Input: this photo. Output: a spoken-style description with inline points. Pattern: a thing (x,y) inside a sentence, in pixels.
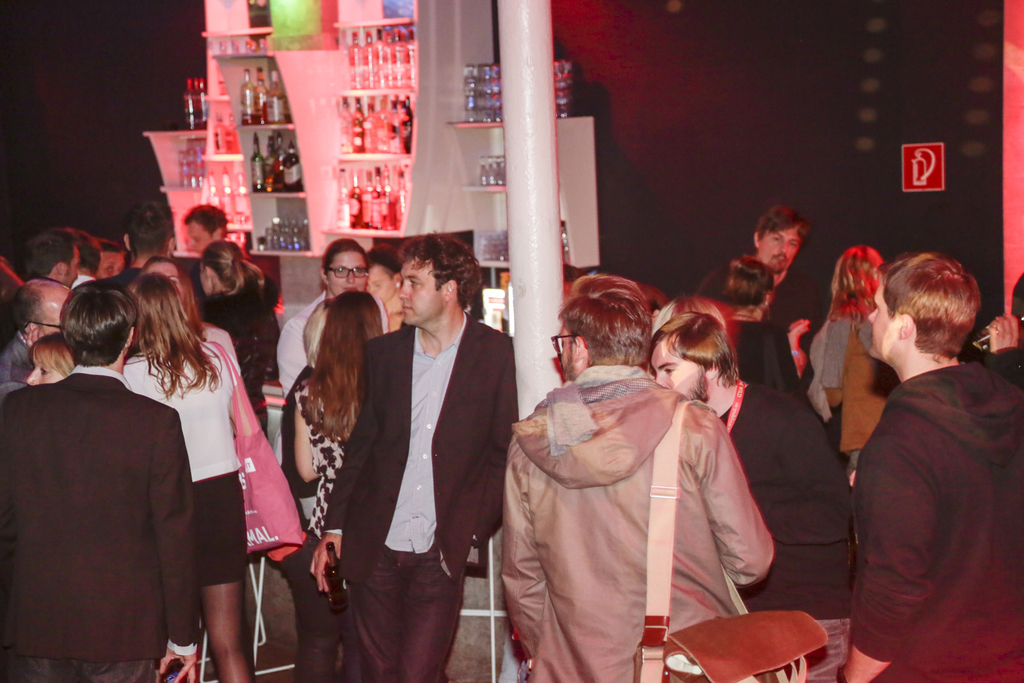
In this image I see number of people (411,327) in which this man (352,659) is holding a bottle (343,589) in his hand (322,543) and this man (632,499) is carrying a bag (647,659). In the background (932,150) I see a sign board (915,148) over here and on these racks (402,90) I see number of bottles (404,114) and I see the pillar (541,151) over here.
